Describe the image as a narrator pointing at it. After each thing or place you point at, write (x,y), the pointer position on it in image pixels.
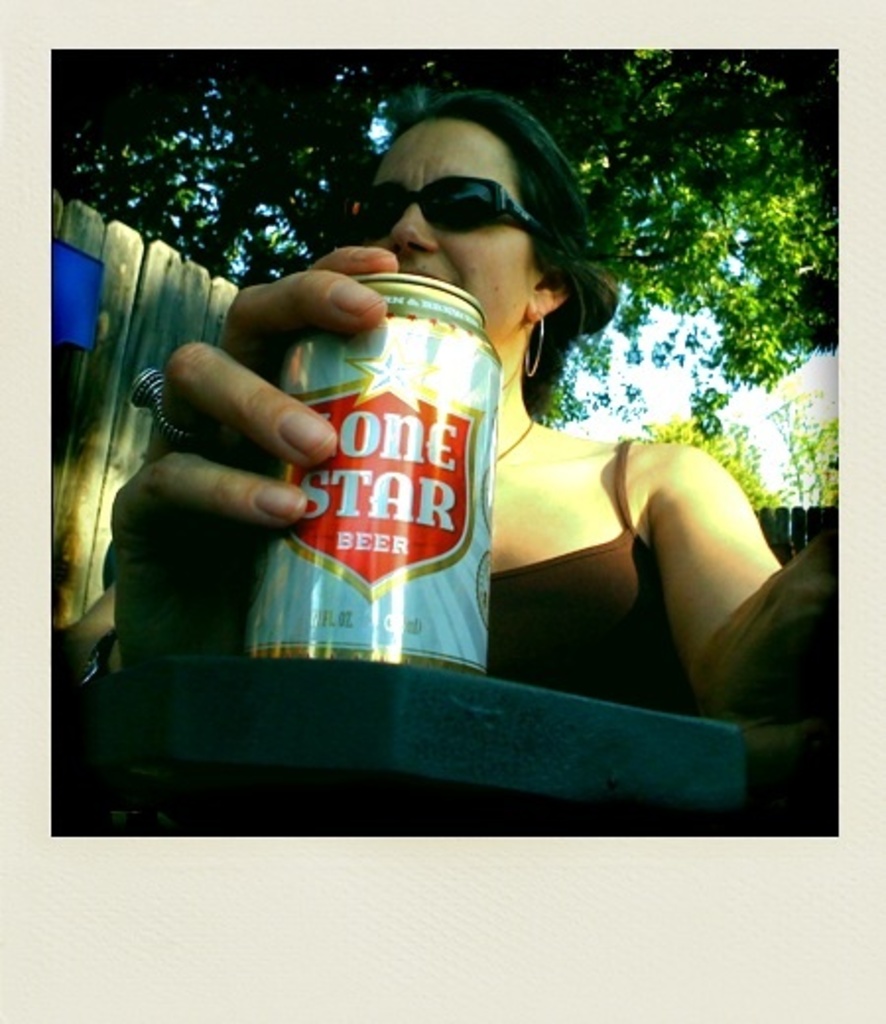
Here we can see a woman (541,272). She is holding a tin (435,645) with her hand (376,253). She has goggles (516,218). On the background (686,169) we can see some trees (339,121) and this is sky (756,416).
